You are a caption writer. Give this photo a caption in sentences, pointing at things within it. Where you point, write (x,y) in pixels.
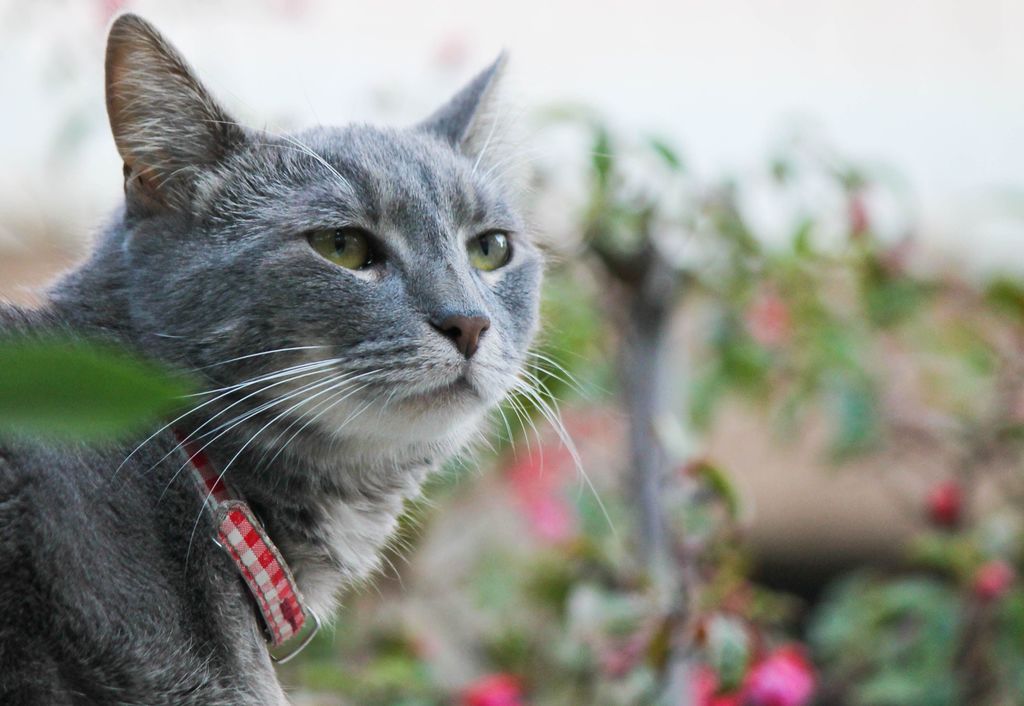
In this image there are flowers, plants (578,308) and a cat (255,640).
